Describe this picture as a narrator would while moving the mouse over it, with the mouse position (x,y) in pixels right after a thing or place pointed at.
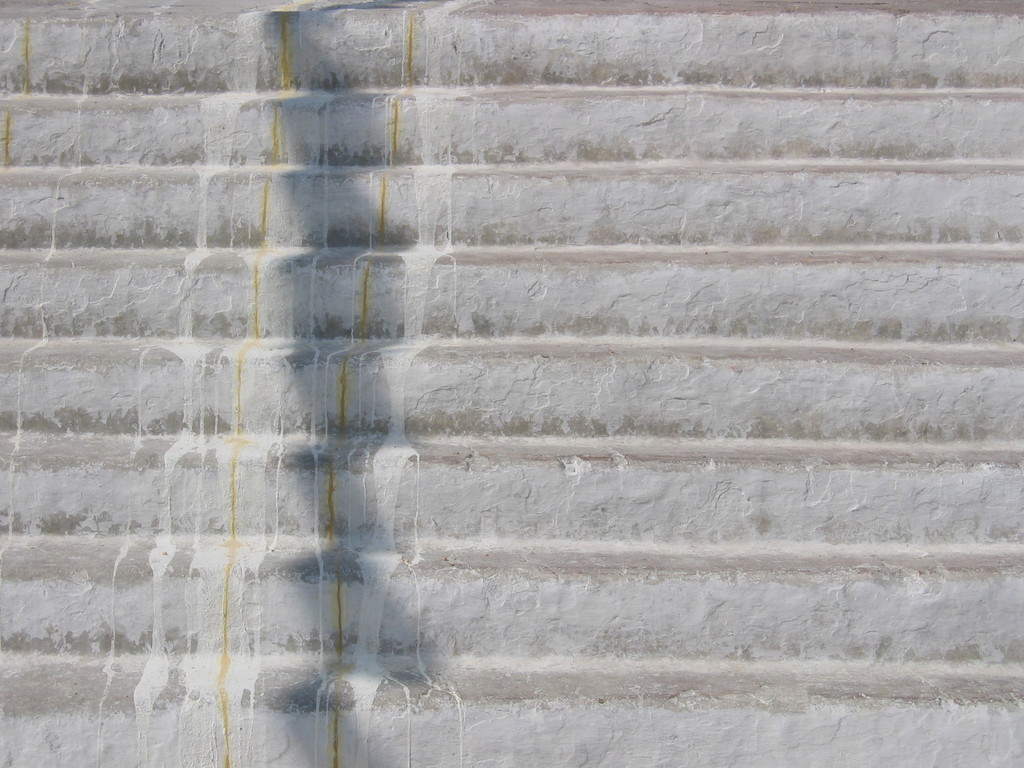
In this picture we can see a few stairs (110,206).
